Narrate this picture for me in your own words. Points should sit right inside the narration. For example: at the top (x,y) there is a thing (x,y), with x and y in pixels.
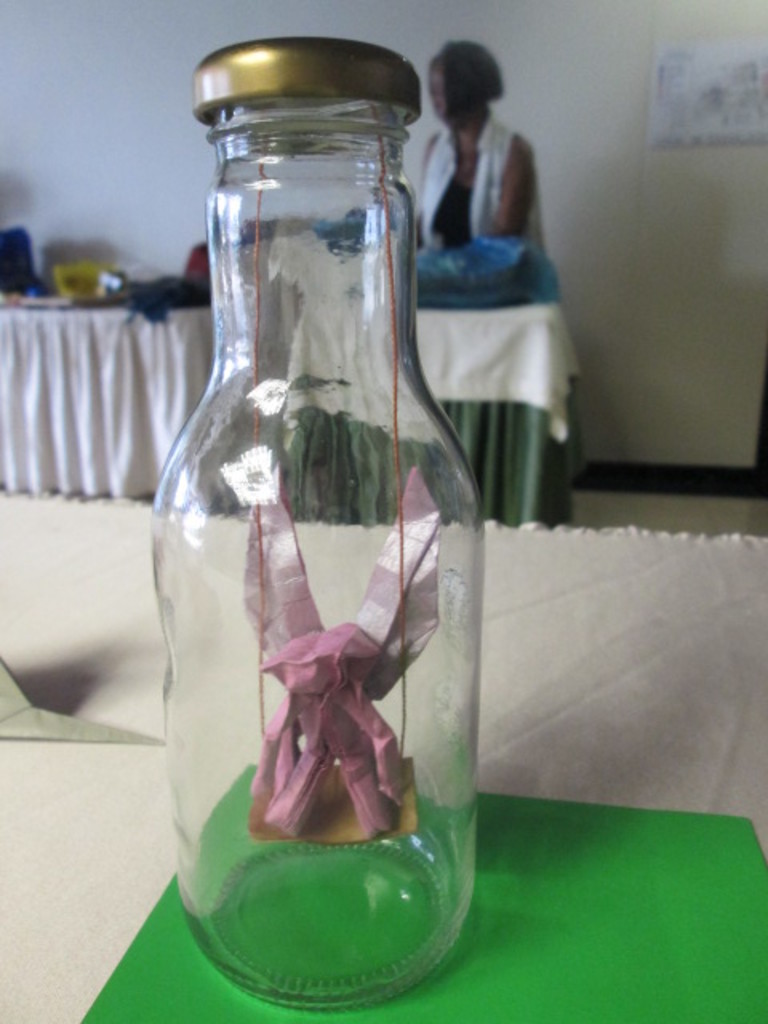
In the picture there is a bottle (298,492) and inside the bottle (305,452) there is some paper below the bottle (433,575) there is a green color board (641,989), behind the bottle (176,544) there is a person (450,223) who is standing, in front of the person (447,236) there is a table (513,319). In the background (499,17) there is a cream color wall (647,190) and a poster (767,52) on the wall (626,108).
